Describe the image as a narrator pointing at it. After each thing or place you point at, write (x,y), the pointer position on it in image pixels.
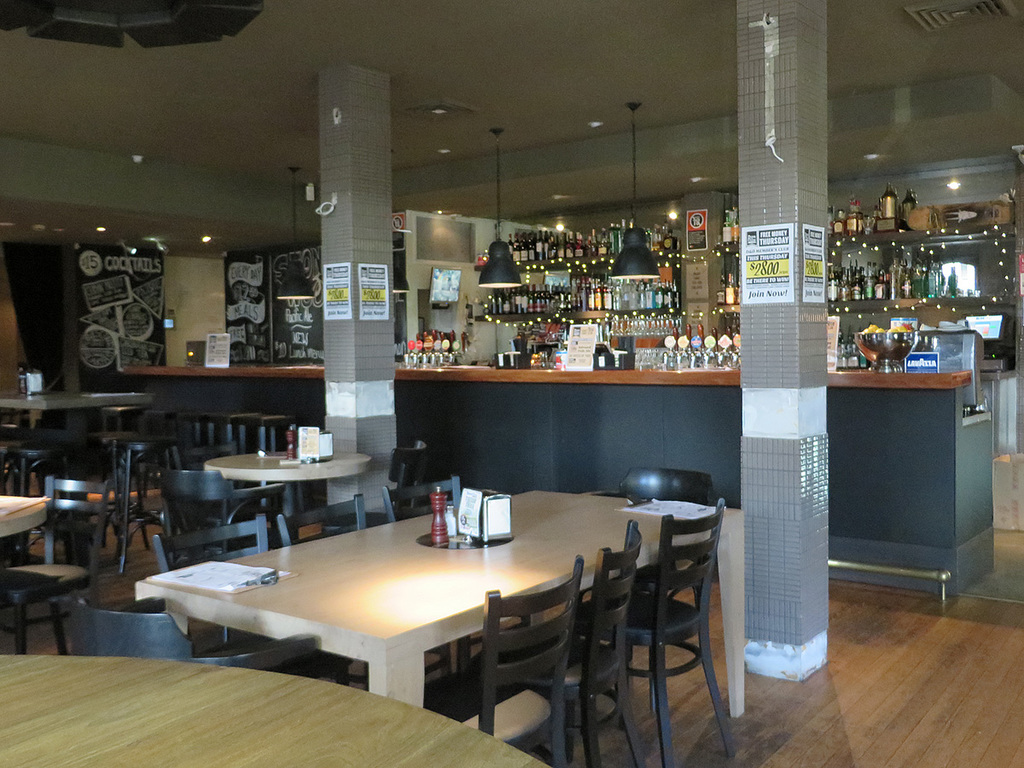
This is an inside view. On the left side (146,461), I can see a table (353,690) and some empty chairs (56,486). In the middle of the image (373,411) there are two pillars (348,387), at the back of it I can see a big table (666,371). In the background (870,285) there are many bottles (882,276) are arranged in a rack (527,317). On the top of the image (634,152) I can see the lights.
